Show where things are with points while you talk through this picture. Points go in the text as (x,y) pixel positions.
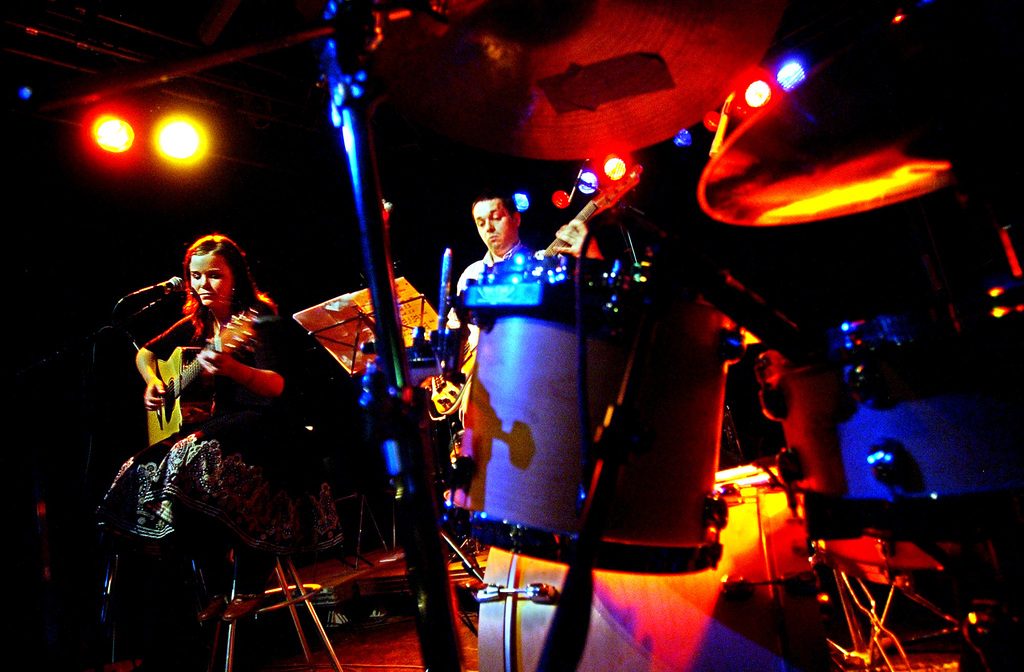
This image is taken in a concert. In the left side of the image (226,513) there is a woman (306,521) sitting on a chair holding a guitar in her hand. In the middle of the image (383,374) there are few musical instruments (702,390) and a man (484,238) standing on the dais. At the top of the image (128,120) there are few lights (105,128).
